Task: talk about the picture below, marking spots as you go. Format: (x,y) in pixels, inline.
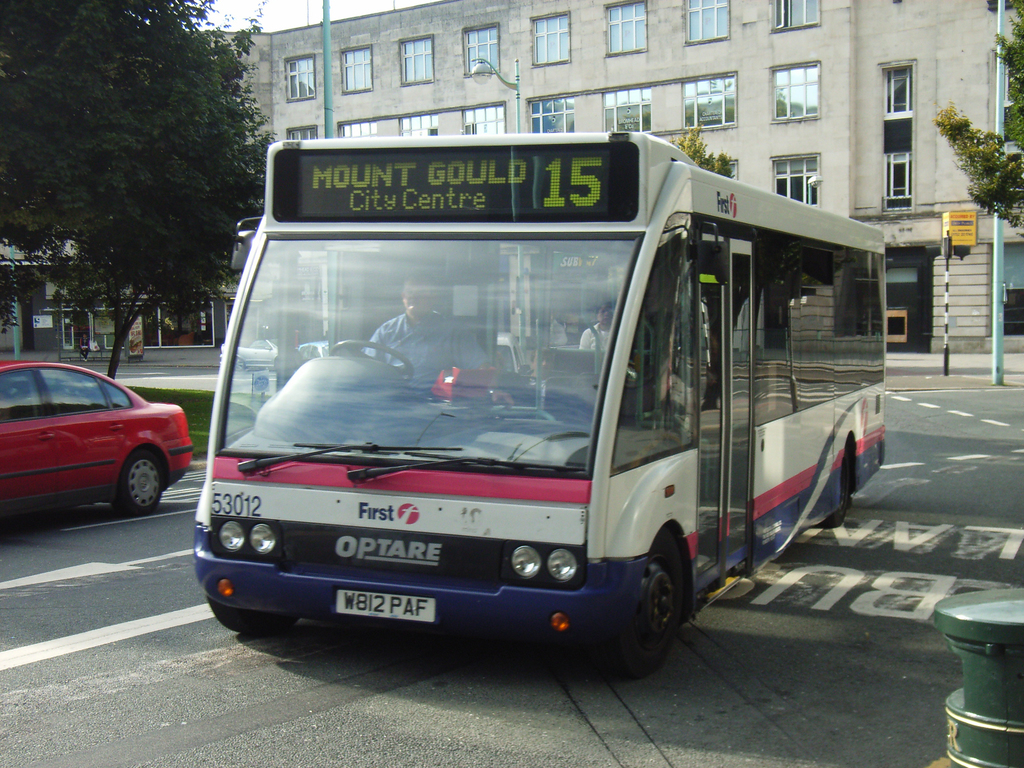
In front of the picture, we see a man (427,318) riding a bus (511,389). At the bottom (276,715), we see the road (635,691). In the right bottom (965,646), we see a green color pole (977,693). On the left side (138,394), we see a red car (79,480). Beside that, we see the grass (186,404) and a tree (162,202). On the right side (999,79), we see the poles (1001,241) and a tree (992,181). There are trees (998,192) and the buildings (416,90) in the background (787,191).
